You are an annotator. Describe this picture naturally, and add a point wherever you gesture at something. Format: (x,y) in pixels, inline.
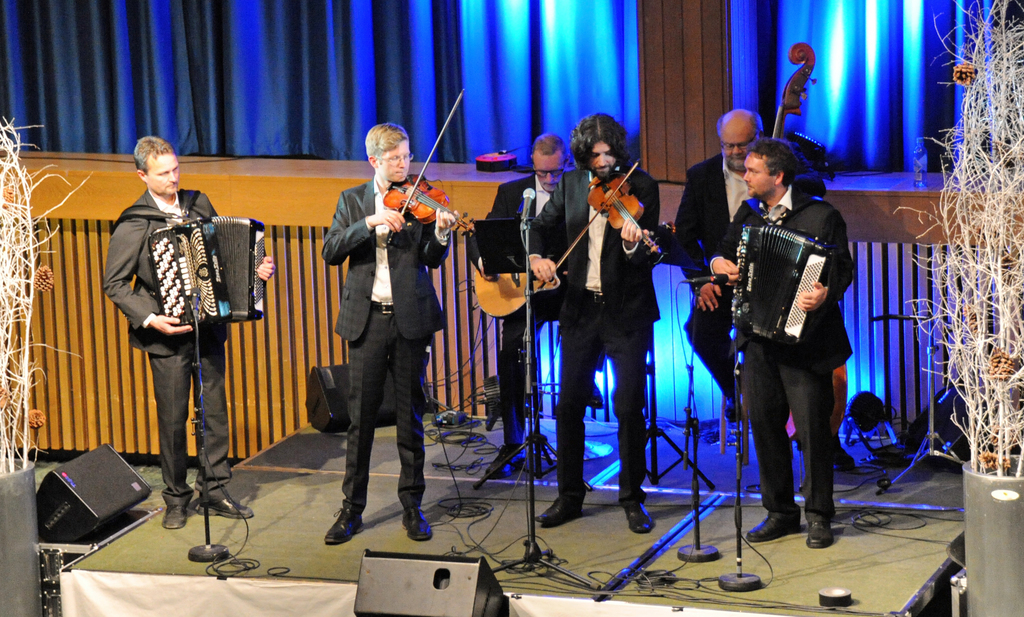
In this image there are people (359,484) playing musical instruments (835,415) on the stage (837,562). On both right and left side of the image (25,545) there are flower pots (1022,508). In the background of the image (389,79) there are curtains (382,79). At the bottom of the image (941,413) there are speakers (344,410).
